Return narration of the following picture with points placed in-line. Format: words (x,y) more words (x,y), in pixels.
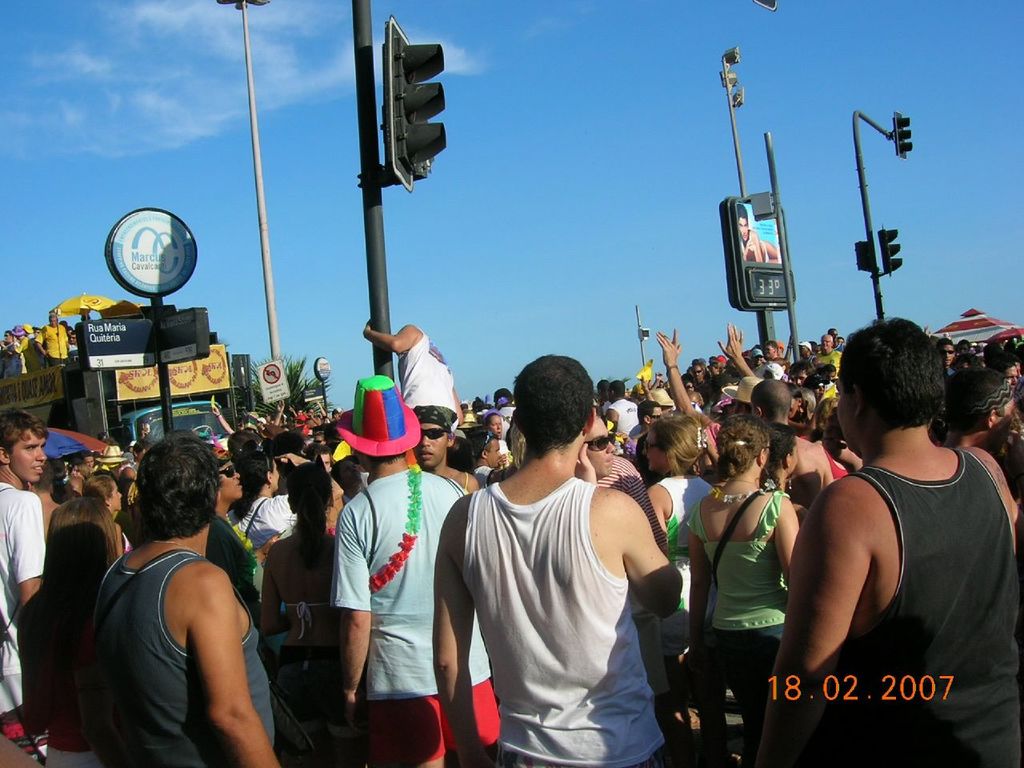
In this image there are people (573,433) standing. There are poles (379,311). In the background of the image (536,176) there is sky (403,196). At the bottom of the image (810,692) there is text (838,699).
